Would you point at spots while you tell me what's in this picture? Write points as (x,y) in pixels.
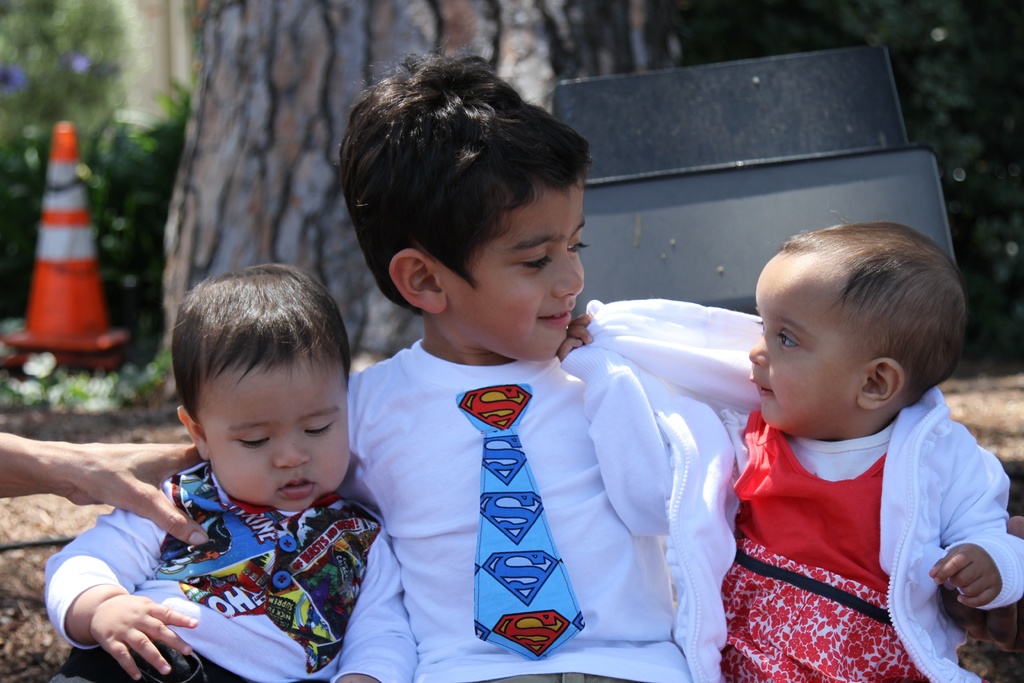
In this image we can see one boy (442,659) sitting middle of the image (537,441), two babies (793,577) sitting on the left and right side of the boy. One baby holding one object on the left side of the image (207,519), one person's hand (151,515) holding a baby (279,592) on the left side of the image (193,543), one object (972,631) on the right side of the image (1007,624), one object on the ground (22,556) on the left side of the image (10,549), one safety pole (62,317) on the ground (31,537), two black objects (721,116) in the background (761,97), two small blue round objects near the trees (48,100) in the background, some trees (1003,271), some plants (85,375) on the ground (1021,429) and the background (587,11) is blurred.
